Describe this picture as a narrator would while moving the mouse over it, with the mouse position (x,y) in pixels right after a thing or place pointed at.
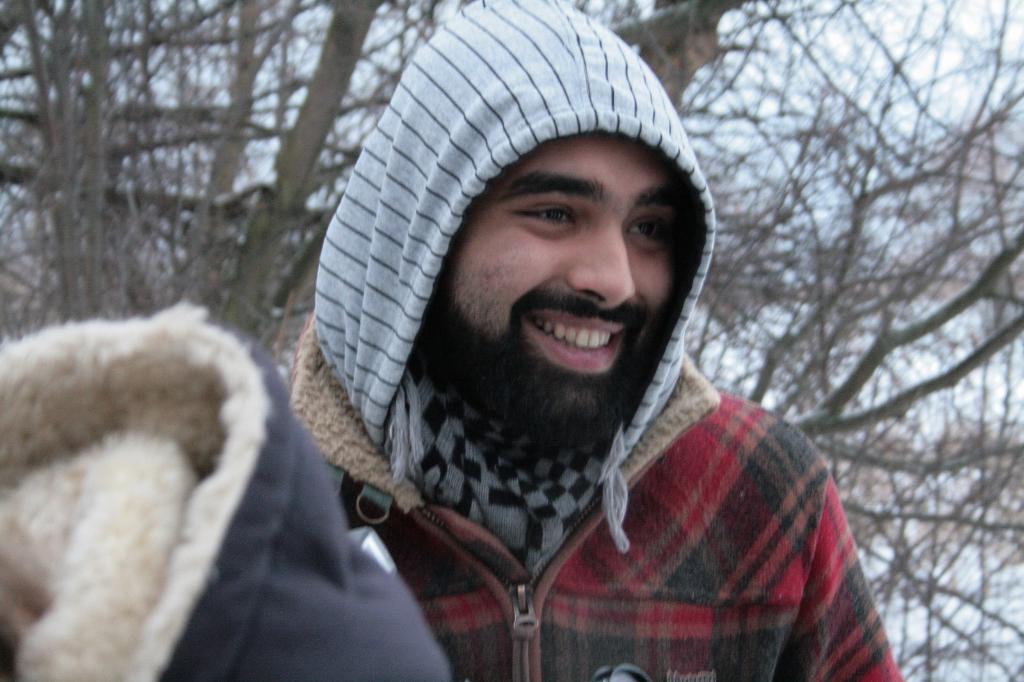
In this image in the center (515,381) there is a person (552,501) smiling. In the background (224,166) there are dry trees (226,150). In the front (284,612) on the left side (245,611) there is a cloth (215,567) which is blue in colour and in the back of the cloth (196,469) there is cream colour.
